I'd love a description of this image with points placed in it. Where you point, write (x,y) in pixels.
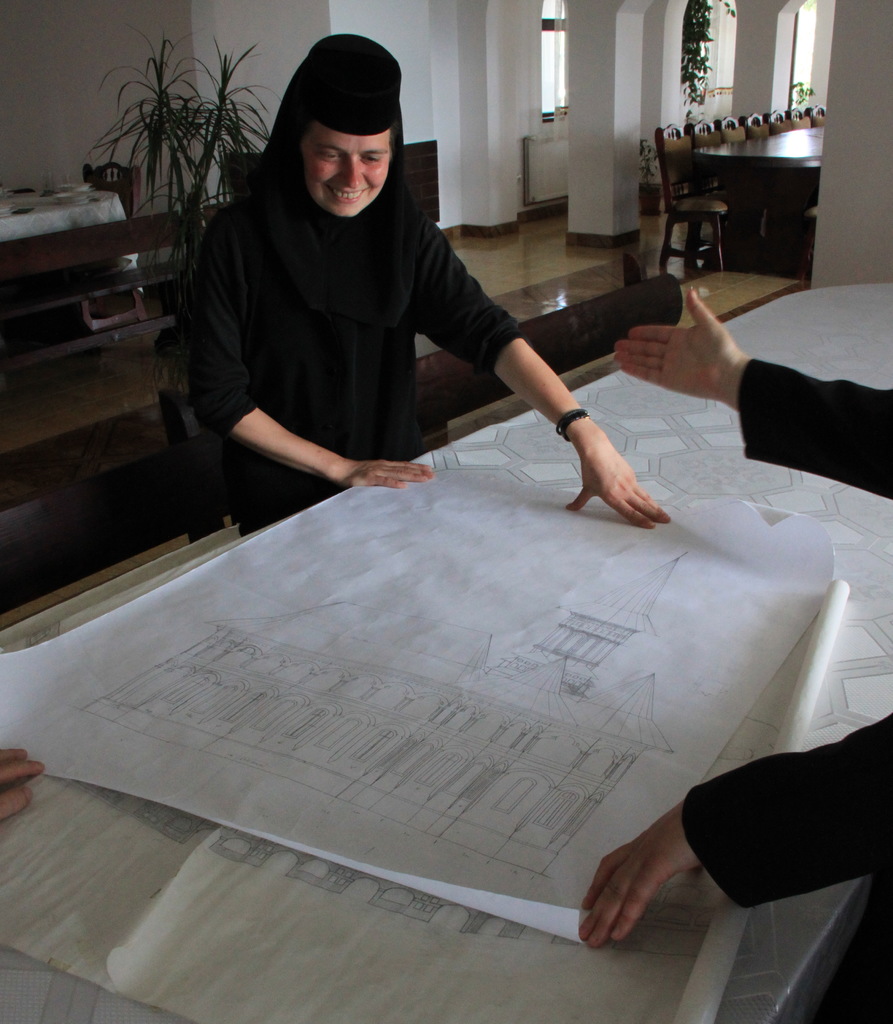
This picture is clicked inside the hall (603,252) where woman (345,325) is standing in the center (337,412) having a smile (348,193) on her face (348,171) looking at the charts (437,682) in front of her. At the right side (848,757) hand (805,432) of a person (753,818) is visible. In the background (732,125) there is a dining table (773,140) and chairs (743,137), wall (588,116), house plant (219,130). At the left side (19,777) there are fingers (26,792) of the person (17,801).
